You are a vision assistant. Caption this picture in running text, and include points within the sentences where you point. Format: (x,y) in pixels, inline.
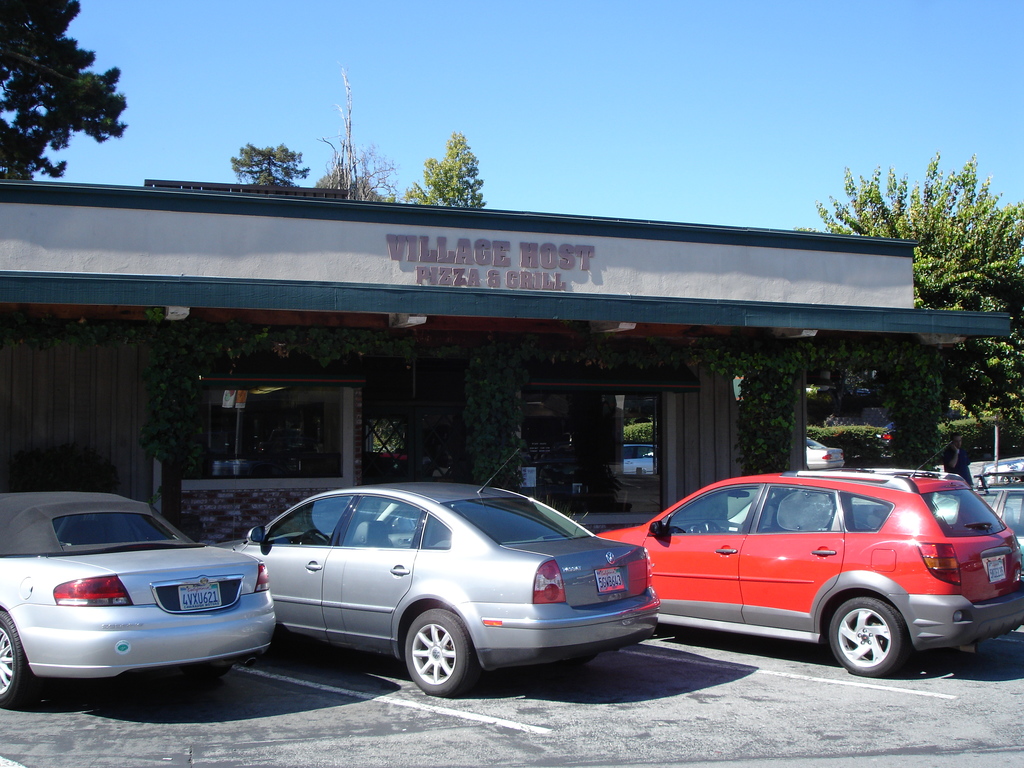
In this image we can see there are cars (522,556) parked in front of the building (426,321) and there are creeper plants (190,359) to the wall (131,455). And there are trees (945,247), plants (850,456) and the sky (647,84).
